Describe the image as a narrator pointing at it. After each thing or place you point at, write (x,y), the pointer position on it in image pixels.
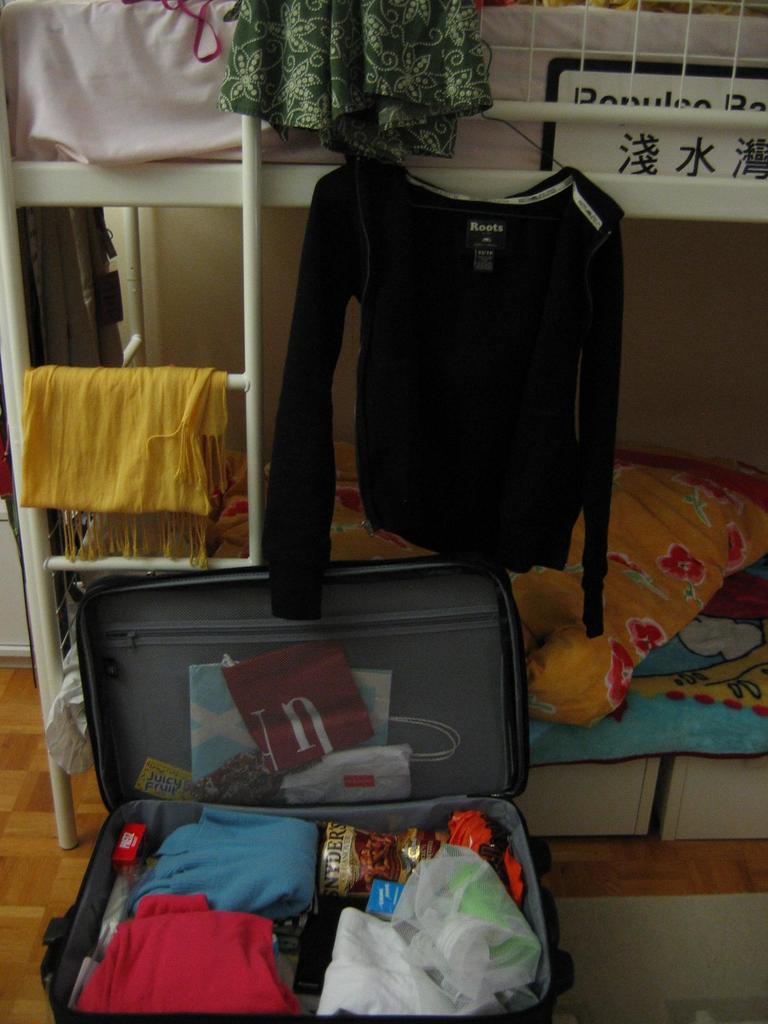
In this picture we can see a briefcase (179,706) and clothes (237,886) in it and also we can see a bed (638,203).
